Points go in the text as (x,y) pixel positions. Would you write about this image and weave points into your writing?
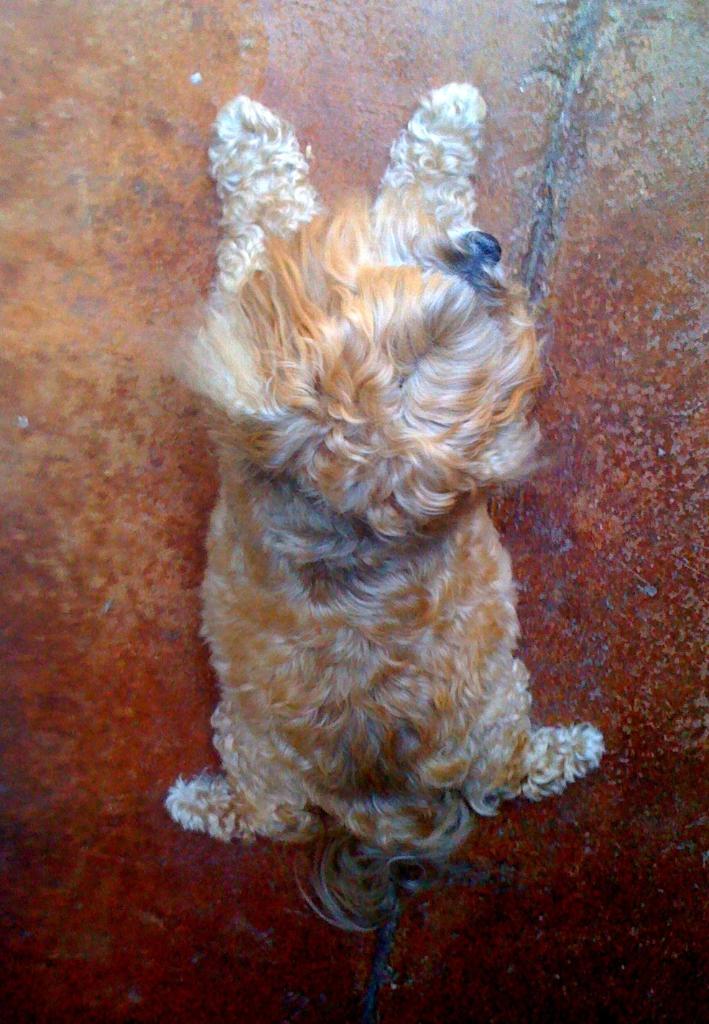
In this image there is a dog (380,656) lying on the floor (25,892).
